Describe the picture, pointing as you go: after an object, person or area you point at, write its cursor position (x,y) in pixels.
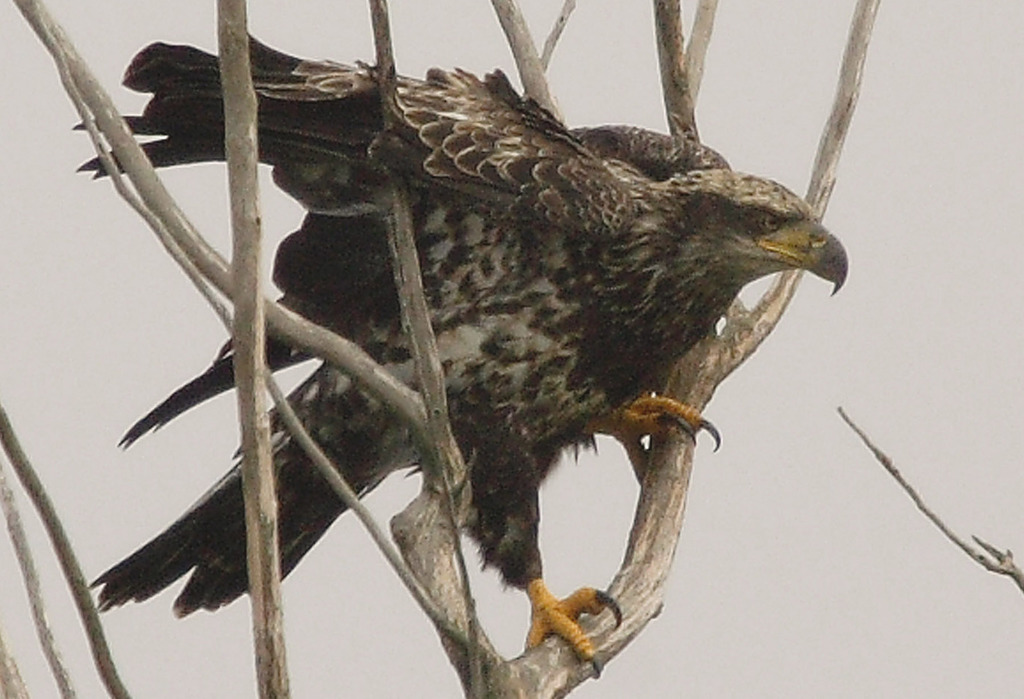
In the center of the picture (535,333) there is an eagle (510,254), on the branches (424,440) of a tree (774,312). Sky (419,489) is cloudy.
